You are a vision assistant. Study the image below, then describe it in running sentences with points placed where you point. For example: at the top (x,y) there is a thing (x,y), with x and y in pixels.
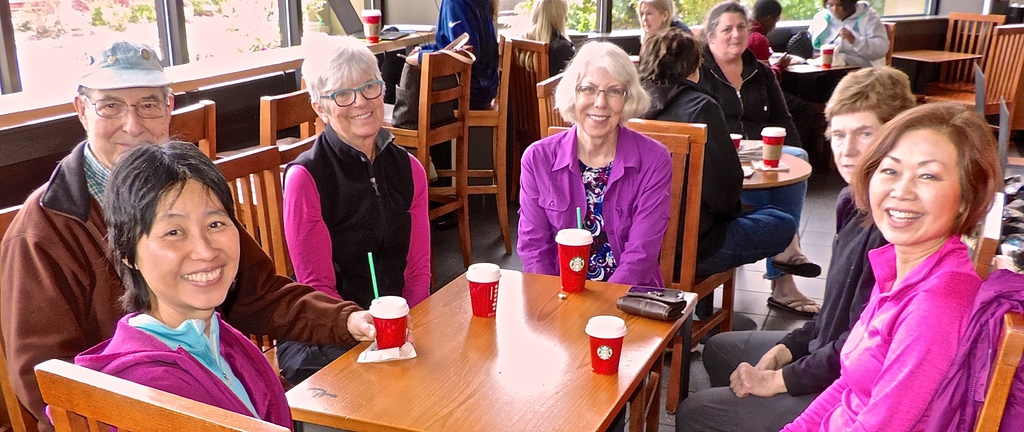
Group of people (957,278) sitting on the chairs (426,102). We can see cups (619,325), laptop (385,36), wallet (662,302), mobile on the tables (493,321). We can see glass window (581,19), from this glass window (507,27) we can see trees (317,2). This is floor (823,216).
